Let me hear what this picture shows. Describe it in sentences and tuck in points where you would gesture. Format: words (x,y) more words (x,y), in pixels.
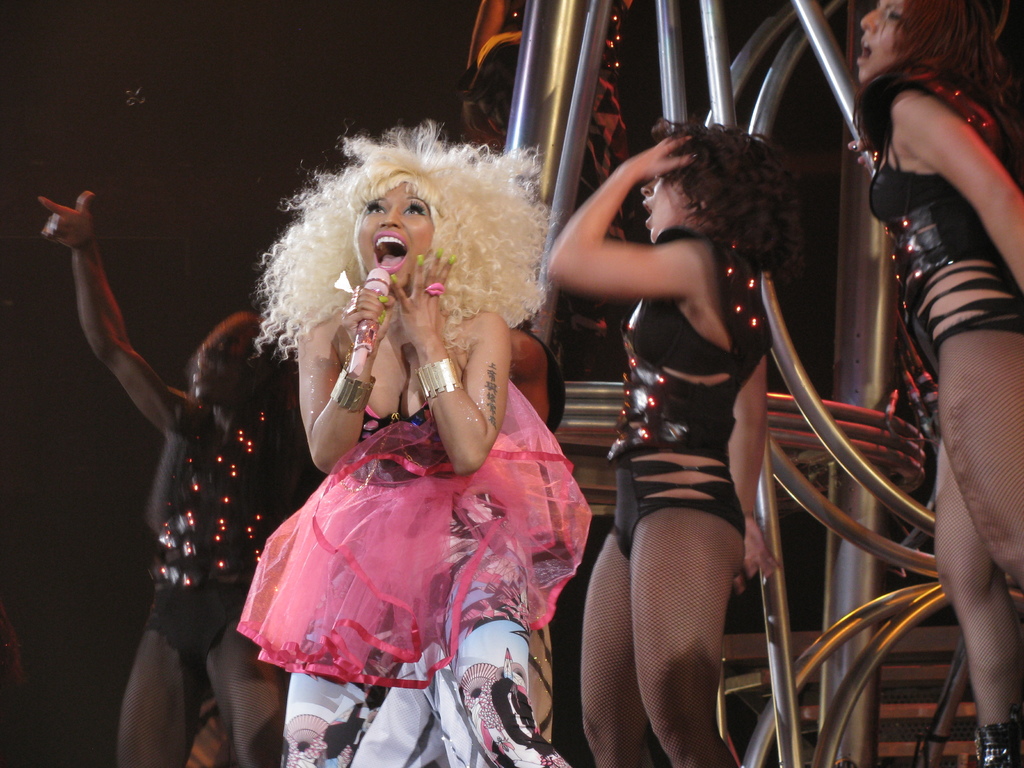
In this picture we can see a woman (367,298) holding a microphone (359,374) in her hand (377,313). There are a few people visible at the back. We can see a few rods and other objects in the background (597,59). There is the dark view visible in the background (102,126).
